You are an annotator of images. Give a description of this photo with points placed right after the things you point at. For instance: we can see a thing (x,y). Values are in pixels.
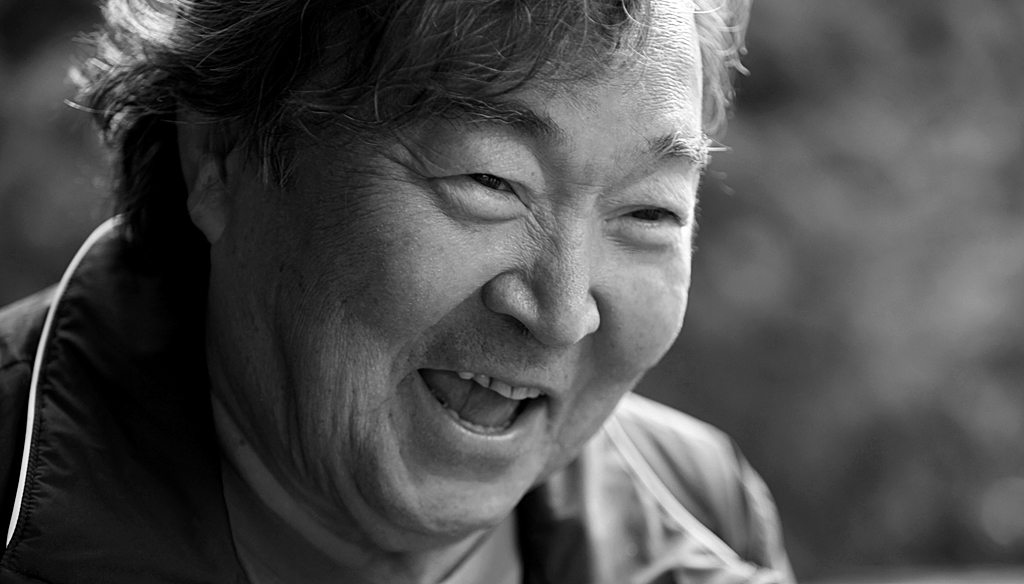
In this black and white picture there is a person (404,367) wearing a shirt (639,535). Background (770,54) is blurry.
